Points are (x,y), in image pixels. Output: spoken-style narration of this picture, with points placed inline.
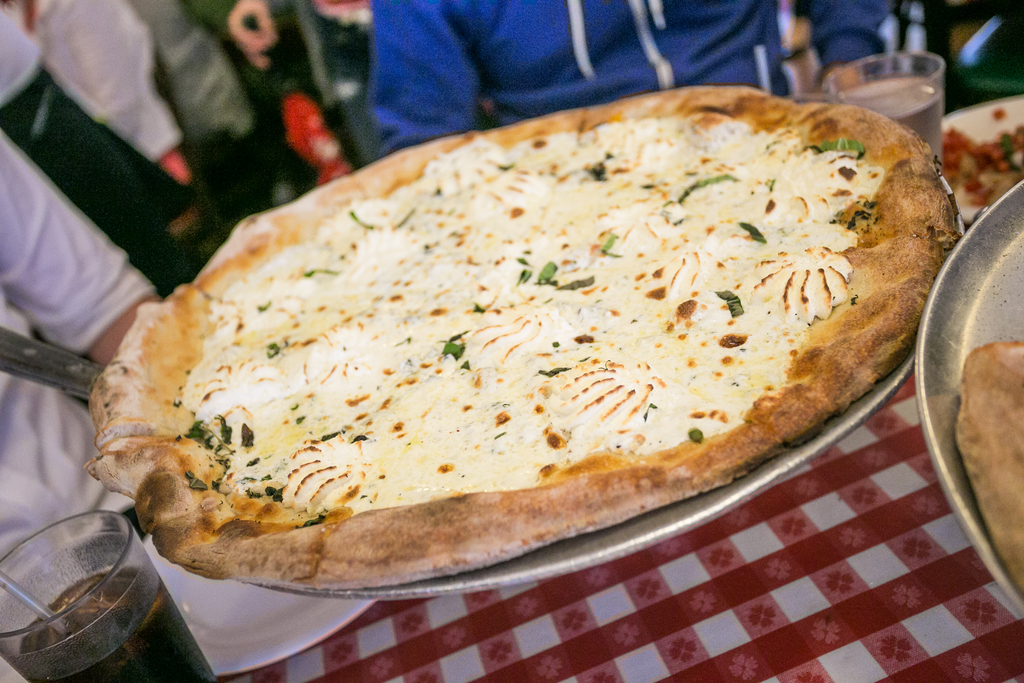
In this picture there is a pizza (510,406) placed in the plate (739,502). In the left side (64,633) there is a glass (100,612) in which there is some drink (143,656). The plate (504,567) was placed on the table (689,617). We can observe two members (60,294) sitting in front of the table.
